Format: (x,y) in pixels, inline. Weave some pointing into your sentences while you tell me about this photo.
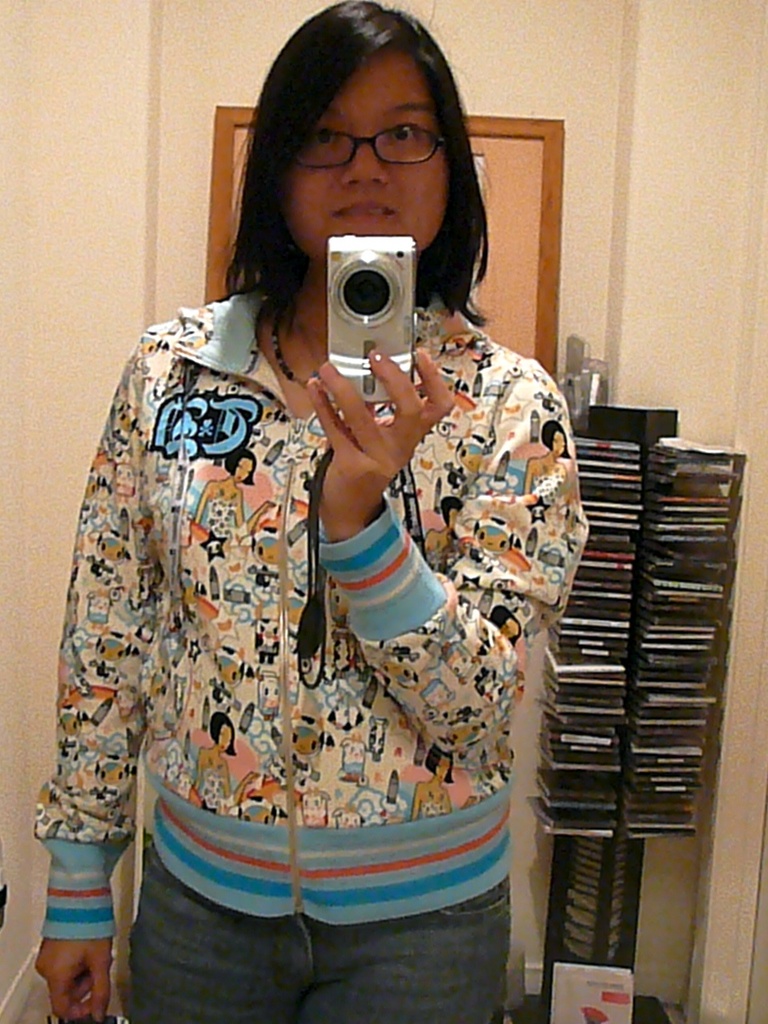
In this picture we can see a lady (406,773) in blue, red and white jacket (321,794) holding a camera (366,357) and taking the picture in front of the mirror (455,232) and behind her there are some books (615,589) and a frame (498,267).
